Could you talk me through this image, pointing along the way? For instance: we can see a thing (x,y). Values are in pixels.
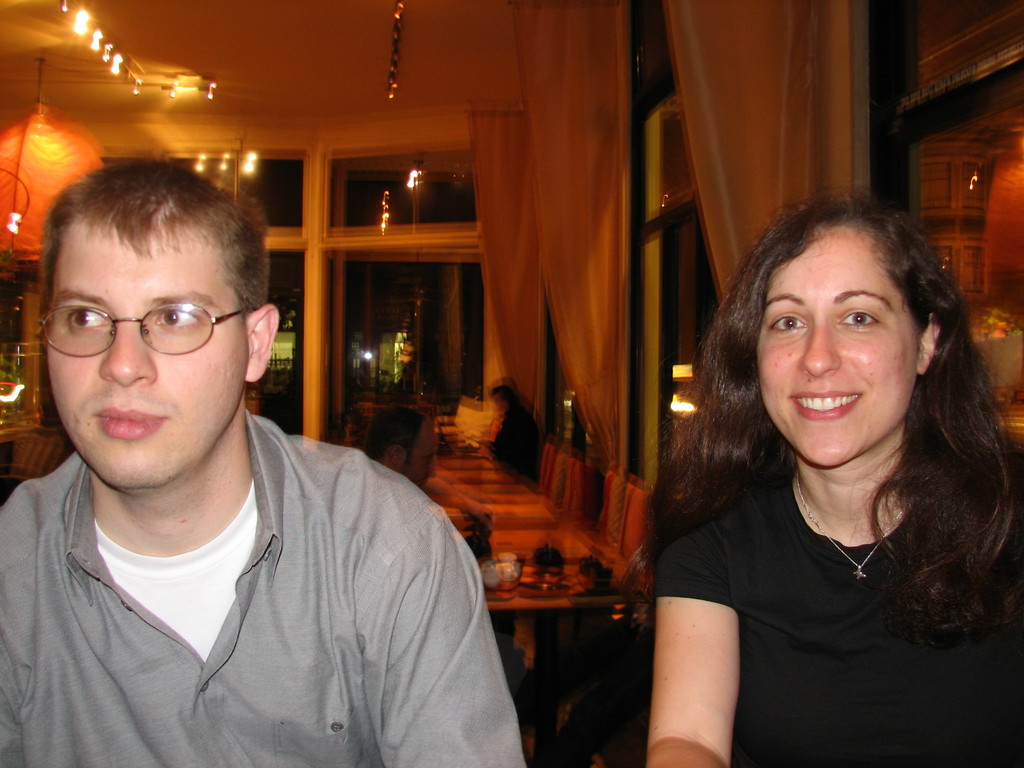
In this image we can see two persons (832,502) are sitting, and one is smiling, she is wearing the black dress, at the back (571,52) there are curtains (571,52), there are persons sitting on the chair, in front there is a table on the ground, there is a glass door (290,410), at above there are lights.
